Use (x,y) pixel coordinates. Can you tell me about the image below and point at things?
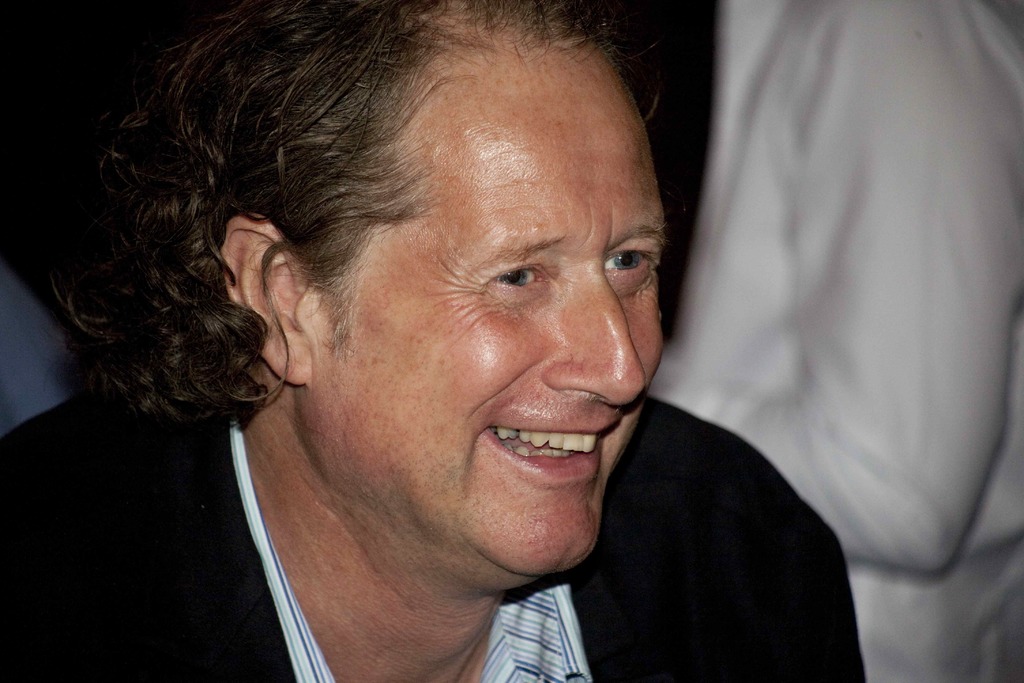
In the foreground of the picture (597,620) there is a man (685,498) in black suit (607,572), he is smiling. The background (763,83) is blurred.
